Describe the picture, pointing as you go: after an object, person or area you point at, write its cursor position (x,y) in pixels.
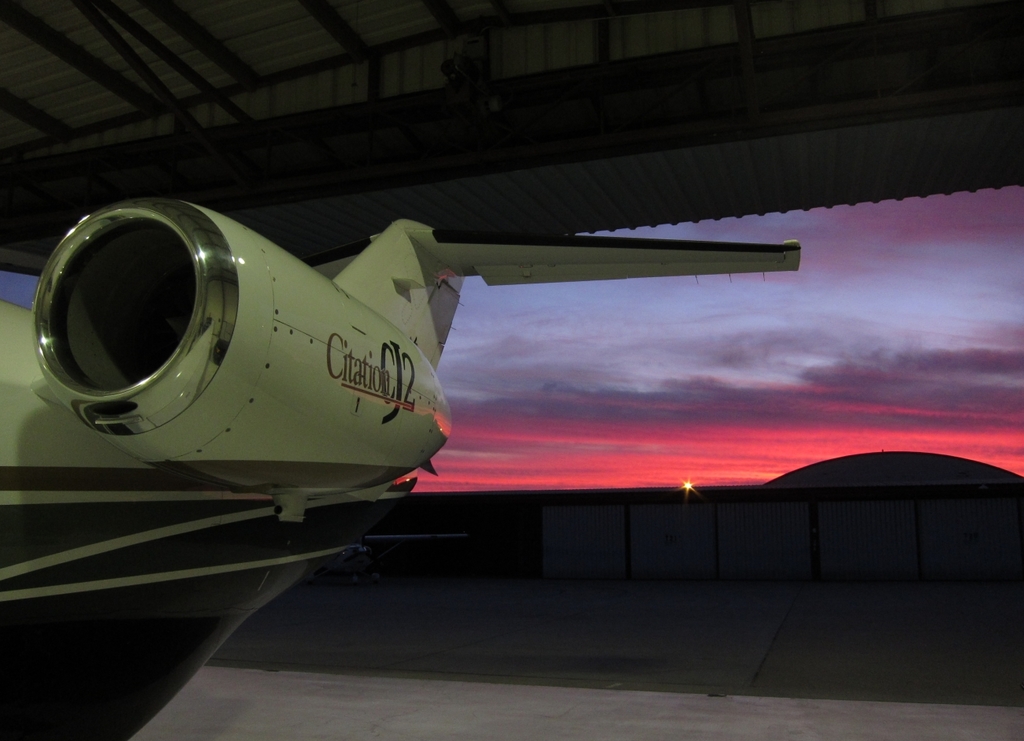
In this image I can see an aircraft (167,405) which is in black and green color. I can see something is written on it. It is inside the shed (379,145). To the side I can see the wall (645,537). In the background (735,443) there are clouds (686,420) and the sky (608,432).
